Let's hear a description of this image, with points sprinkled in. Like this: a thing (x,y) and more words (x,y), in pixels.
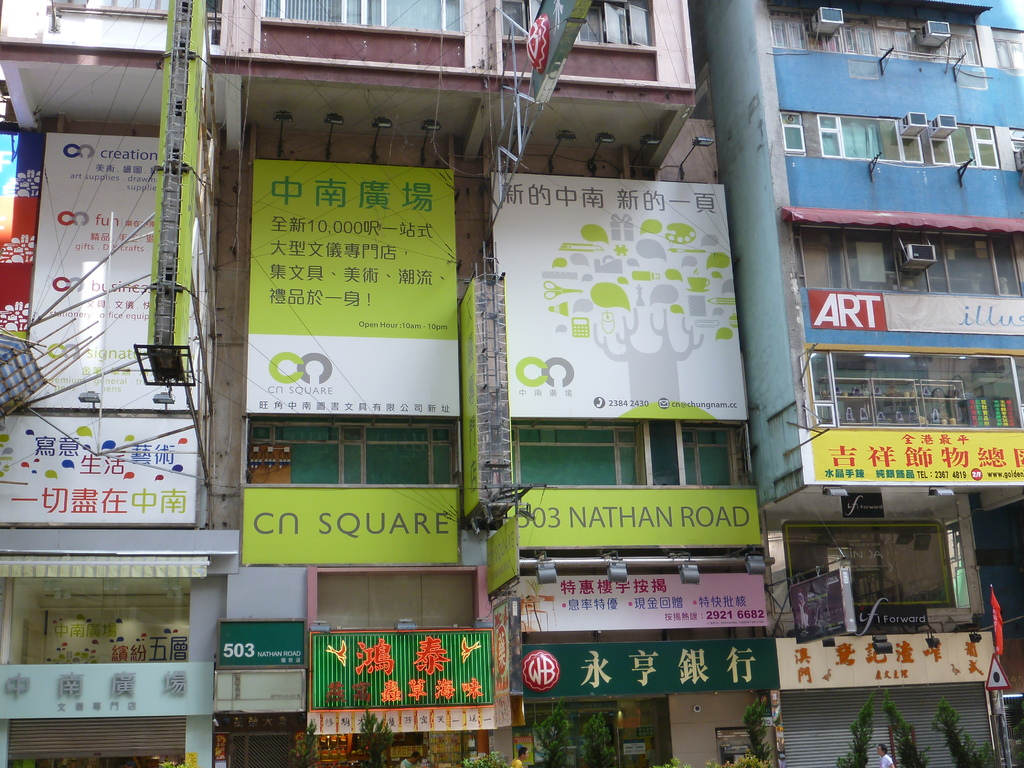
In this picture we can see posters (615,589), name boards (450,638), shutters (93,723), trees (589,762), some people (887,765), signboard (997,687), buildings (520,36) with windows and some objects (168,156).
